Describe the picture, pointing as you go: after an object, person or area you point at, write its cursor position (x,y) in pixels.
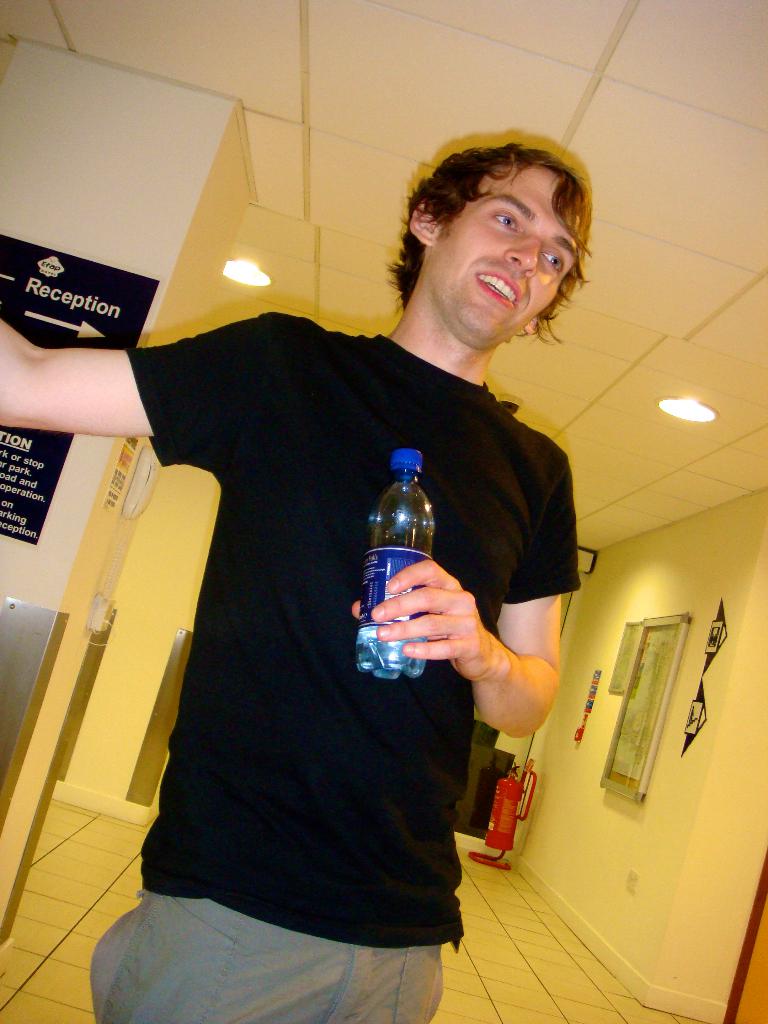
In this image i can see inside view of building (679,428) and a person (390,809) standing in the floor (133,874) and this is smiling and he holding a bottle (370,638). back side of him there is a wall (686,528). on the wall (689,850) there is a window (641,761) there is a cylinder (515,841) with red color and there is a sign board (37,506) kept on the wall (621,816).
